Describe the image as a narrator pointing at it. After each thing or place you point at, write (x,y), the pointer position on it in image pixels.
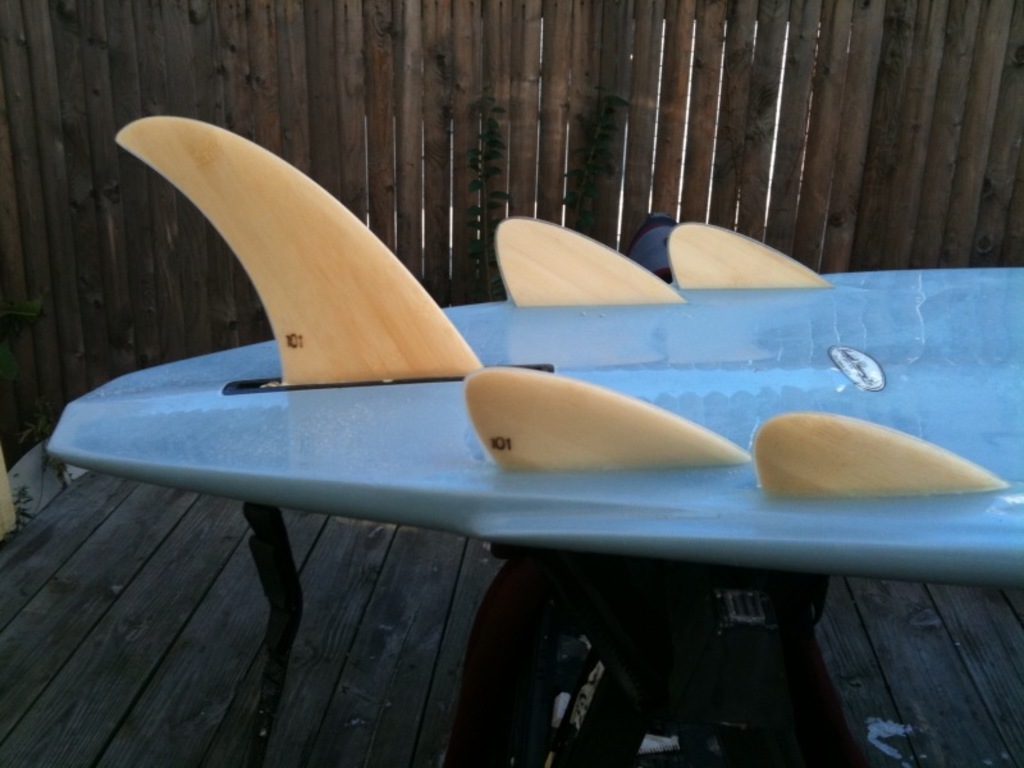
In this image, we can see surfing board (558,475) placed on the stands (567,627). In the background (399,142), there is wood (818,91).
